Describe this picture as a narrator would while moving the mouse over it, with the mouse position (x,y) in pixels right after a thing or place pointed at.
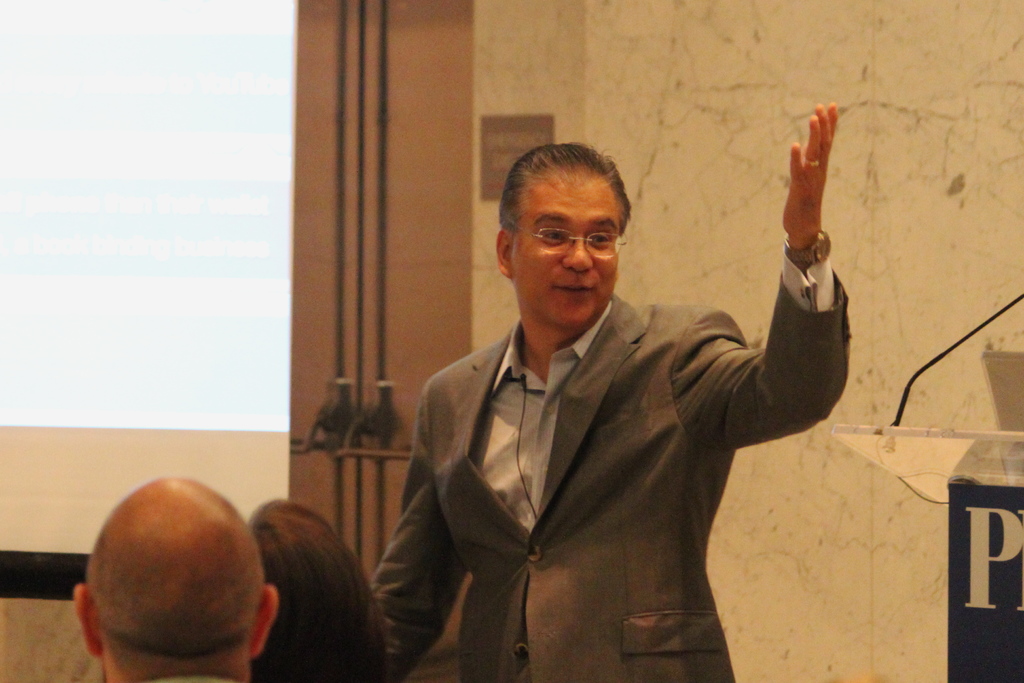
In this image there is a person (556,402) standing, beside the person (693,554) there is a table (943,439) with a mic (1008,307), in front of the person (395,579) there are two people (272,650) sitting. In the background (325,229) there is a screen (180,283) and a wall (638,89).
